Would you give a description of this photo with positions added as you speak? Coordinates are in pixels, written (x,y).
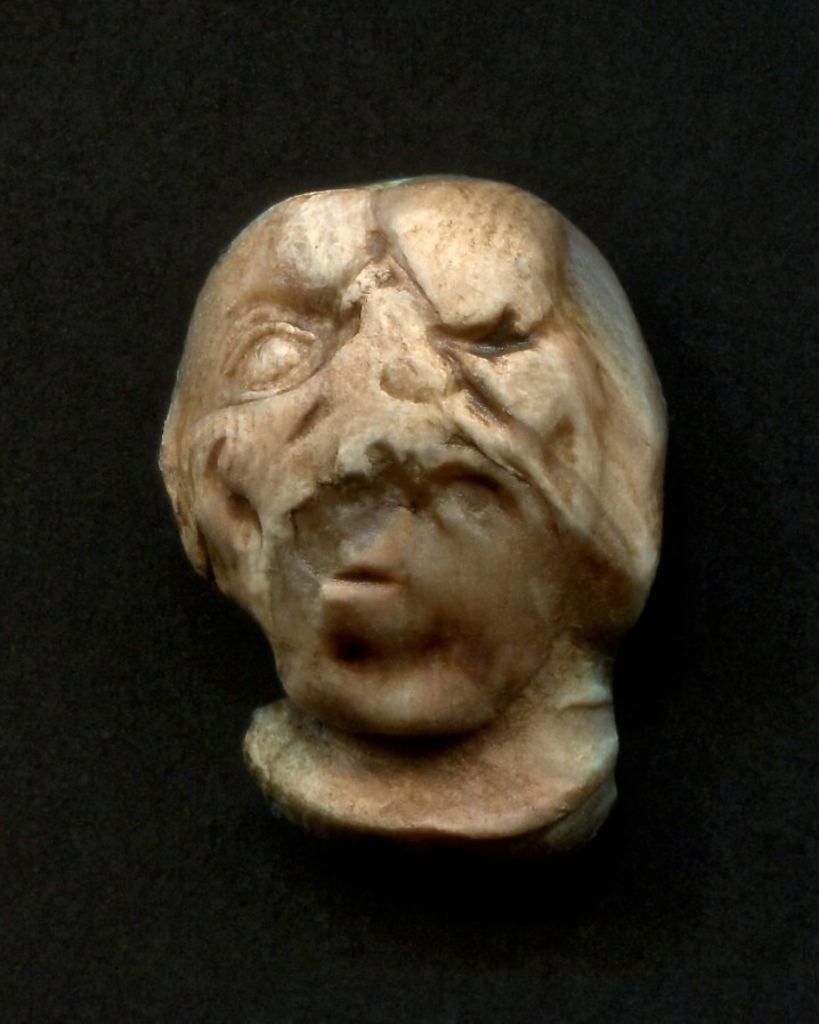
In this image in the center (486,586) there is one stone (492,416), in the background (692,262) there is a wall (392,895).
